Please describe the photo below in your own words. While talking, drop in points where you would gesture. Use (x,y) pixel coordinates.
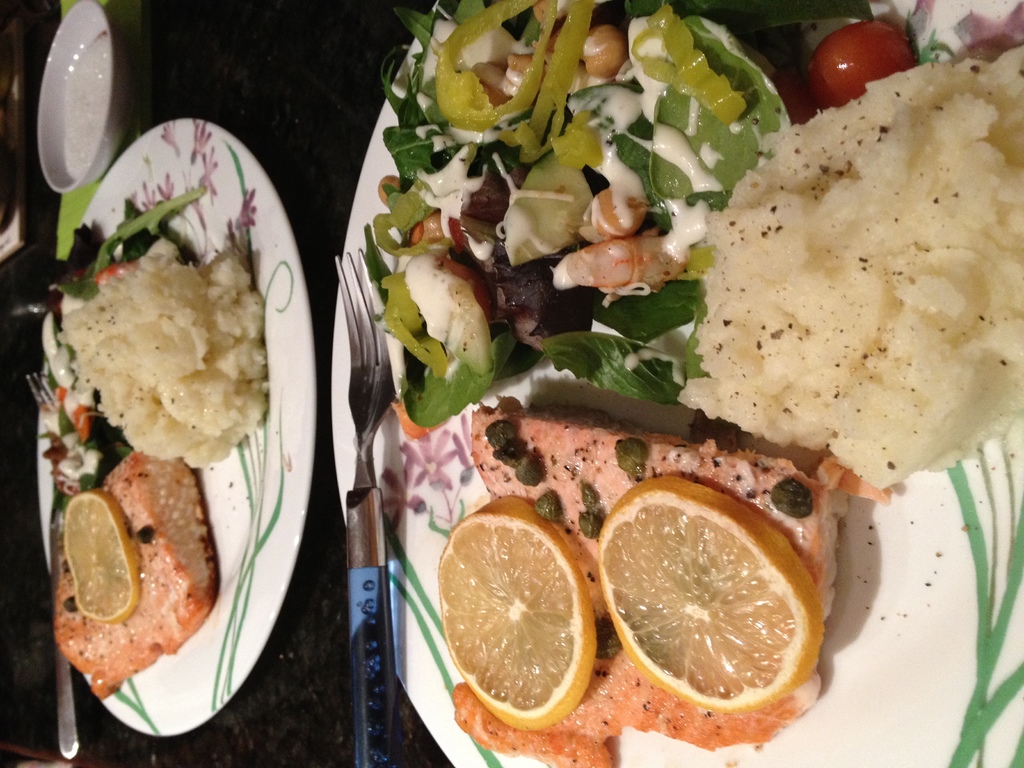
In this image in front (474,317) there are food items (596,454) on a plate (468,454). There are forks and a few other objects (105,134) on the table (329,84).
